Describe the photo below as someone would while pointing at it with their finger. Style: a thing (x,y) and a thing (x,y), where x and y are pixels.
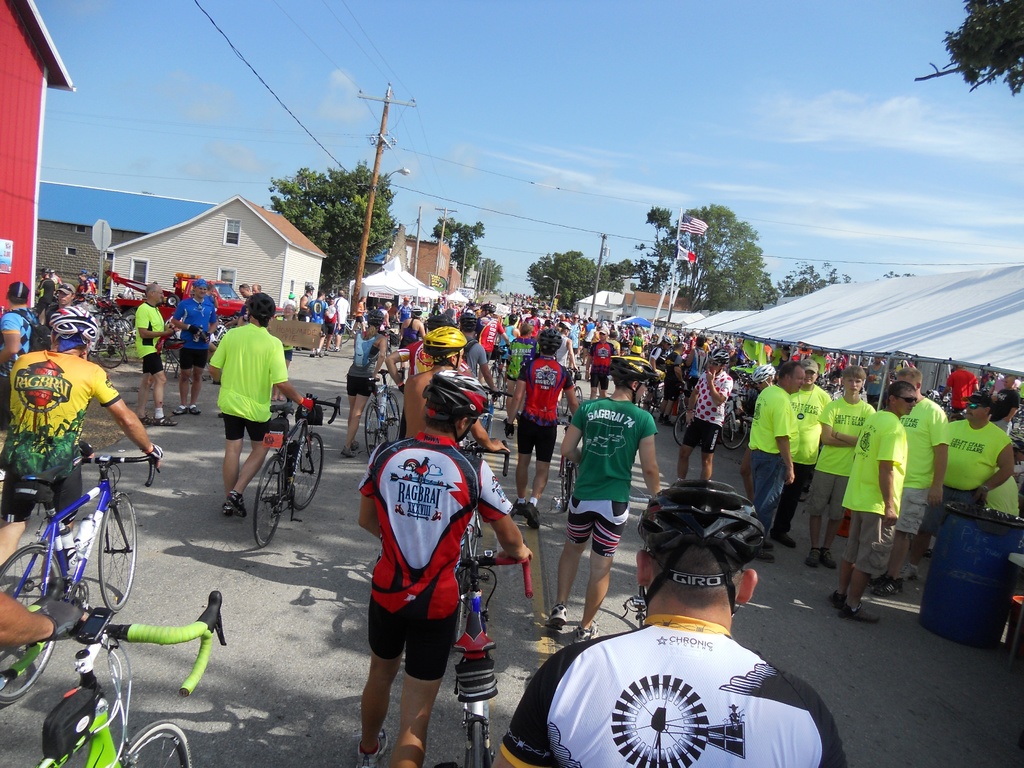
In this image there are so many people (383,476) who are wearing the jerseys (443,545) are walking on the road (285,572) by holding their cycles (109,635). On the right side (790,319) there are tents (865,316) under which there are few people (895,409) standing on the road (898,602). On the left side (253,228) there are buildings (289,262) and trees (322,238) in between them. At the top (469,171) there is the sky (505,63). There are electric poles (368,234) on either side of the road (837,645).
